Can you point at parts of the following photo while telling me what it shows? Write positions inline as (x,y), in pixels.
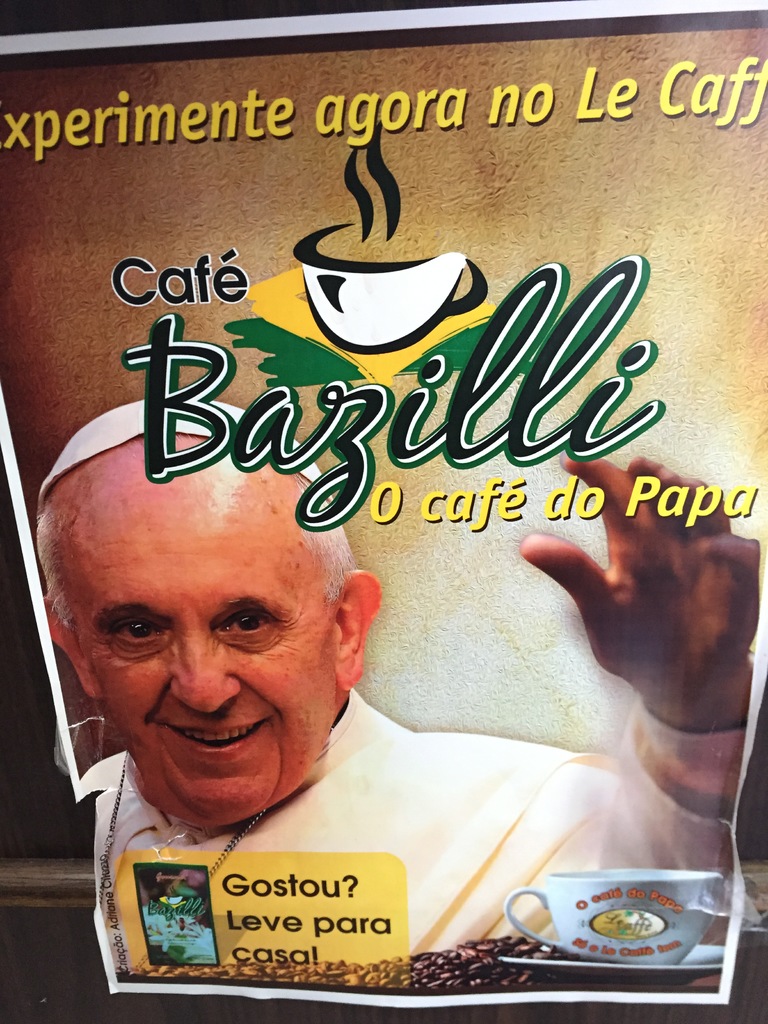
In this picture there is a poster (551,942) on the rod (49,862). In the poster (375,623) there is a picture of a person (494,805) smiling and there is cup (585,915), saucer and there are coffee beans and there is a text (362,905).
